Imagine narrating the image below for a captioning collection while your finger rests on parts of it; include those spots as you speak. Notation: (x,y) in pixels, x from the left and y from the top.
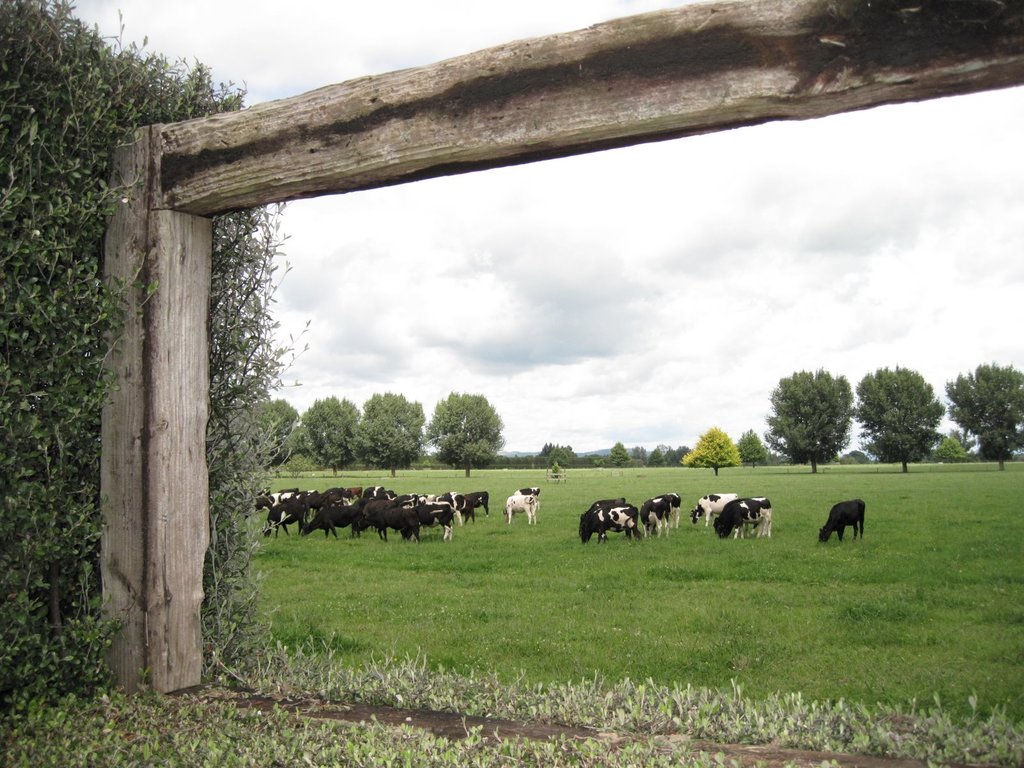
In this picture I can observe some cows (525,501) grazing grass (526,548) on the ground (510,553). These cows (382,503) are in black and white colors. I can observe some trees (410,415). In the background (516,335) there is a sky (583,327) with some clouds (589,225).
